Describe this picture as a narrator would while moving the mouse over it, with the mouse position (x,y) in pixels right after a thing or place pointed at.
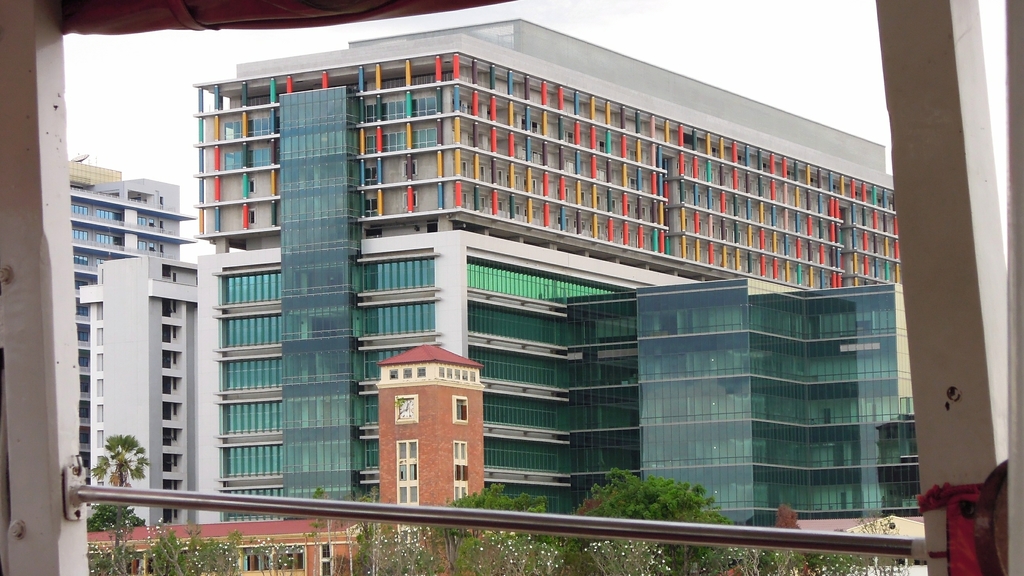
In this image there are pillars (76,538) on left side (81,531) and right side (950,67), in the middle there is a big building (593,82) and trees (443,566).
